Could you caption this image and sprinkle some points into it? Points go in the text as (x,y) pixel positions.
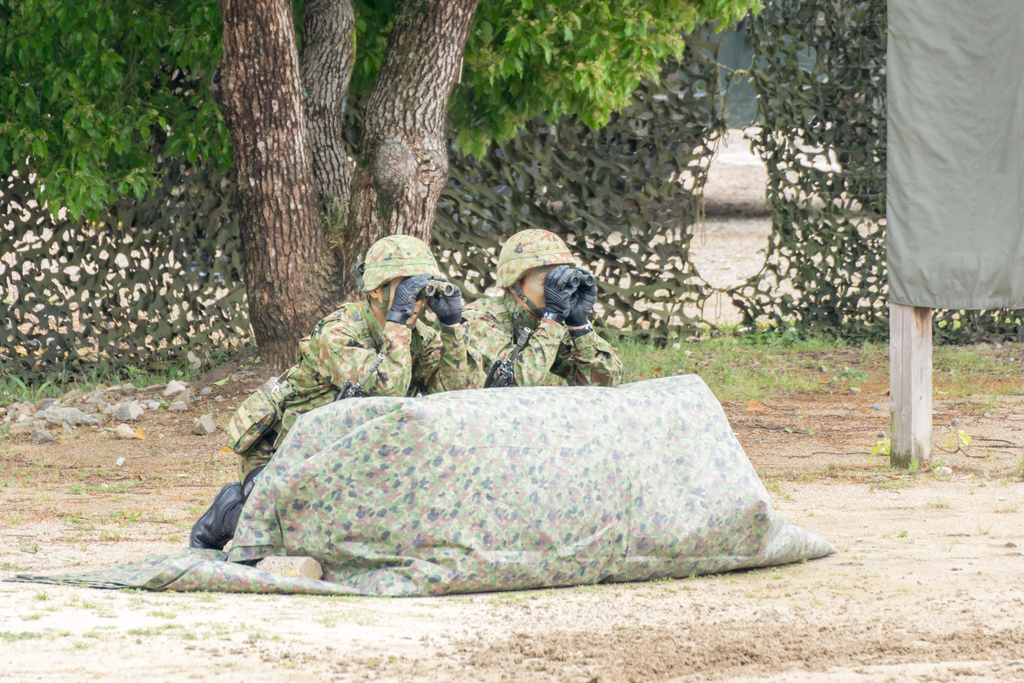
In this image we can see two persons (274,438) are holding binocular telescopes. Here we can see clothes (691,470), ground (612,609), stones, grass (815,363), wooden pole (921,307), tree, and plants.
